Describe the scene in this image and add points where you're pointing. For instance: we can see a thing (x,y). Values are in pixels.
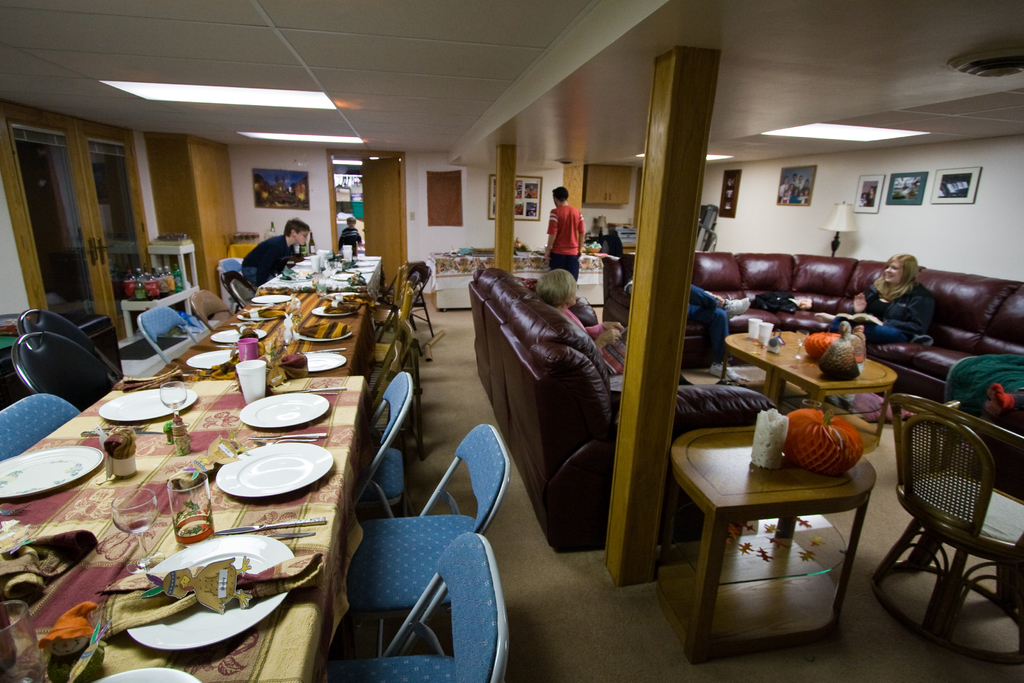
In this picture there is a woman (862,302) who is wearing jacket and jeans (882,342). She is sitting on the l-shaped couch (953,348), beside her there is a table (768,353). On the table (754,342) I can see the cups (755,325) and other objects (837,363). On the same couch (712,272) I can see a man (704,316) who is wearing jeans (712,348), t-shirt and shoe (729,311). On the left (279,249) there is another man (268,239) who is standing near to the table (328,301). On the table (319,284) I can see many white plates (341,363), wine glasses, water glasses (194,542), clothes (246,515), knives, forks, spoons (276,435), bottles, cups (242,368), bowl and other objects (4,532). Beside the table (313,344) I can see the blue chairs (355,663) and black chairs (58,359). In the background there a man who is standing near to the door (364,234). In the center (571,290) there is a woman (600,325) who is sitting on the couch (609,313). In the bottom right (775,457) I can see some white box (771,415) and pumpkin object (817,465) on the table (807,471). In the top right (734,210) I can see the photo frames (913,192) and paintings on the wall (897,167). At the top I can see the lights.
